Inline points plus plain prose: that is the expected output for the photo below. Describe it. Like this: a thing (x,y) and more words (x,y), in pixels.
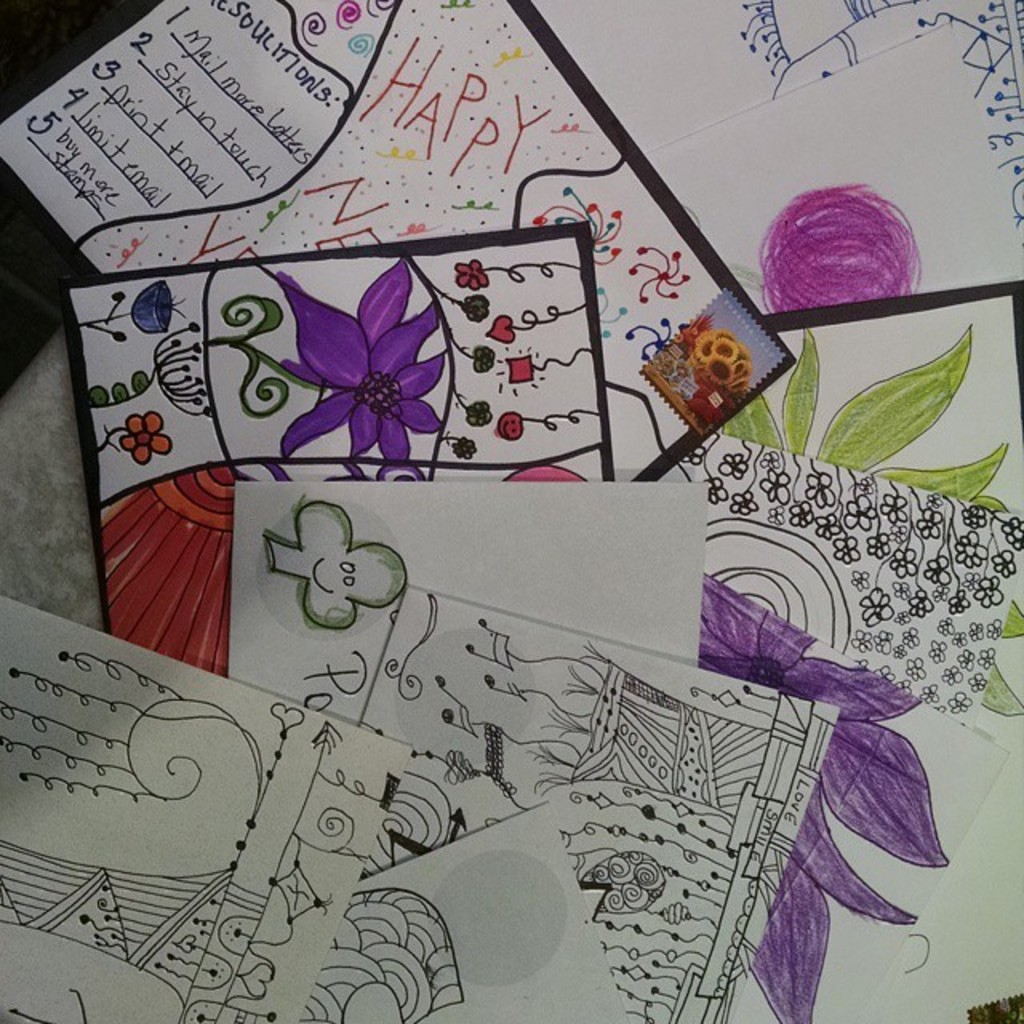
In this image there is a table (54,451), on that table (27,381) there are papers (387,34) with painting (643,439) and text (242,103).
